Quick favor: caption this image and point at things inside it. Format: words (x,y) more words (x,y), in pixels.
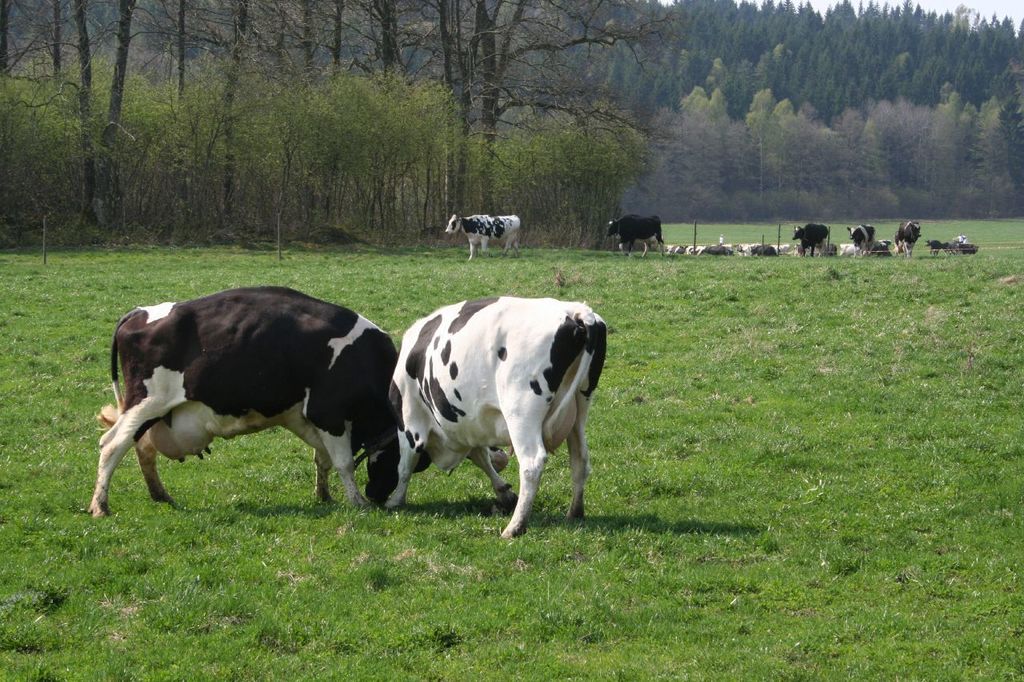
In the center of the image (579,346) there are cows (551,310). In the background of the image (576,173) there are trees (424,50). At the bottom of the image (760,554) there is grass (456,623).
